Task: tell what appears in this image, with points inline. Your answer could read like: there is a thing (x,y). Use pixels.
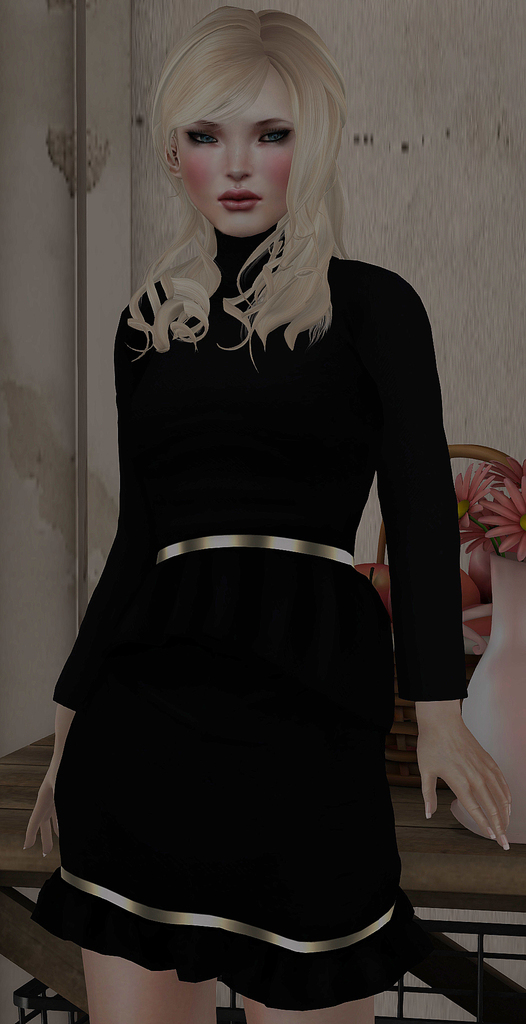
This image is an animation, in this image there is a girl (106,660), behind her there is table (15,881), on that table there is a flower vase (478,670) and fruits (376,569), in the background (370,254) there is a wall (91,49).
